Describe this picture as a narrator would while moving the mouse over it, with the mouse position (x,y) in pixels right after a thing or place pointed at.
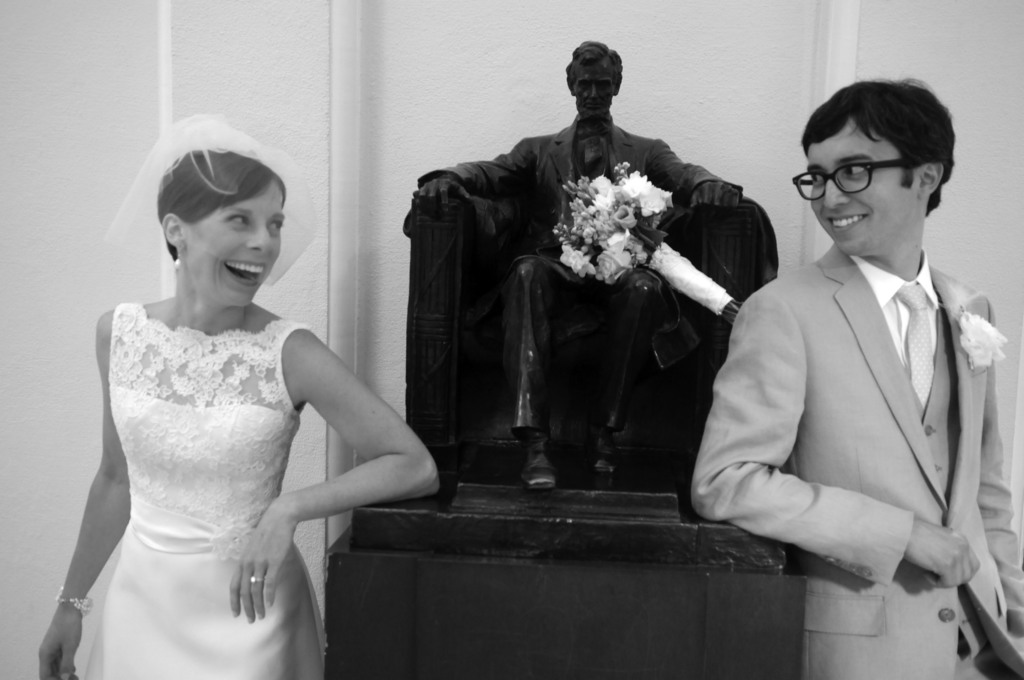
This is a black and white picture. Here we can see a woman (383,410) and a man (889,313). They are smiling and he has spectacles (816,169). In the background (708,229) we can see a sculpture (524,295), flower bouquet (665,241), and a wall (707,41).
